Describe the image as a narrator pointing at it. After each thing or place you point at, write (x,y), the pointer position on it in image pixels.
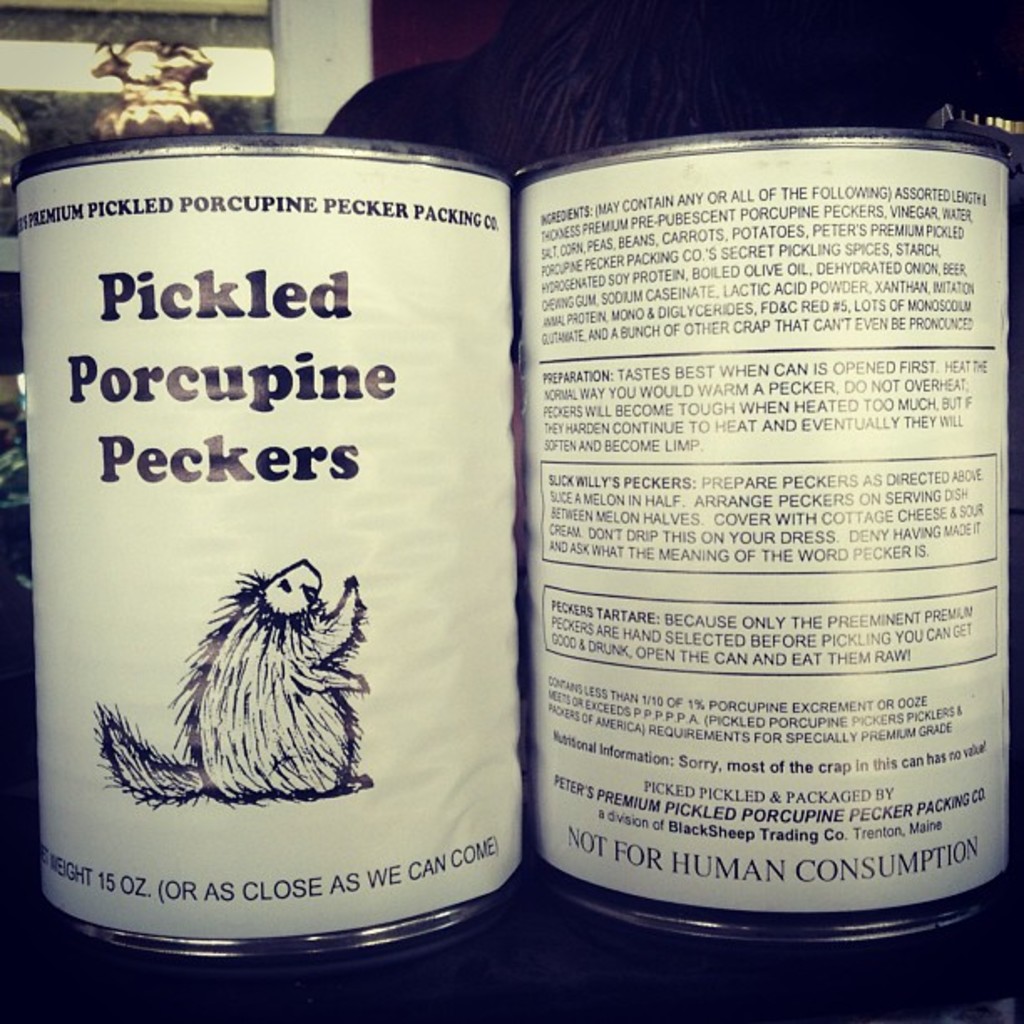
In this image we can see two cans (816,624) with some text (857,641) written on it. At the top of the image (229,65), we can see a wall (299,65) and objects (502,65).
